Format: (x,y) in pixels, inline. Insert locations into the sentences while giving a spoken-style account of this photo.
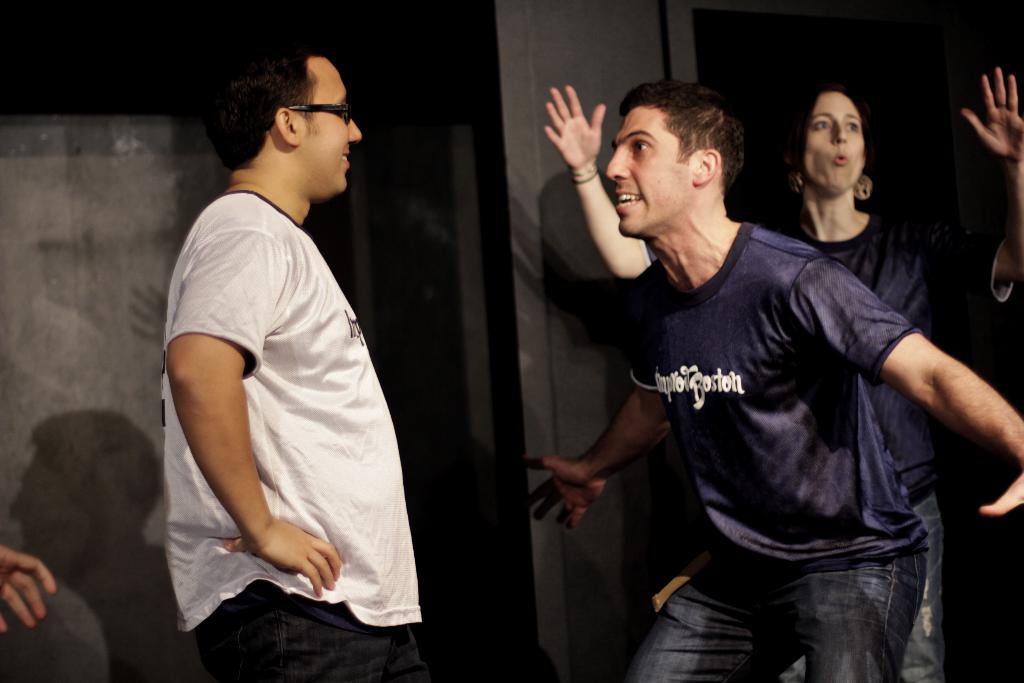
In this image there are two men (541,466) and a woman (865,227), in the background (496,156) there is a wall (142,646).
